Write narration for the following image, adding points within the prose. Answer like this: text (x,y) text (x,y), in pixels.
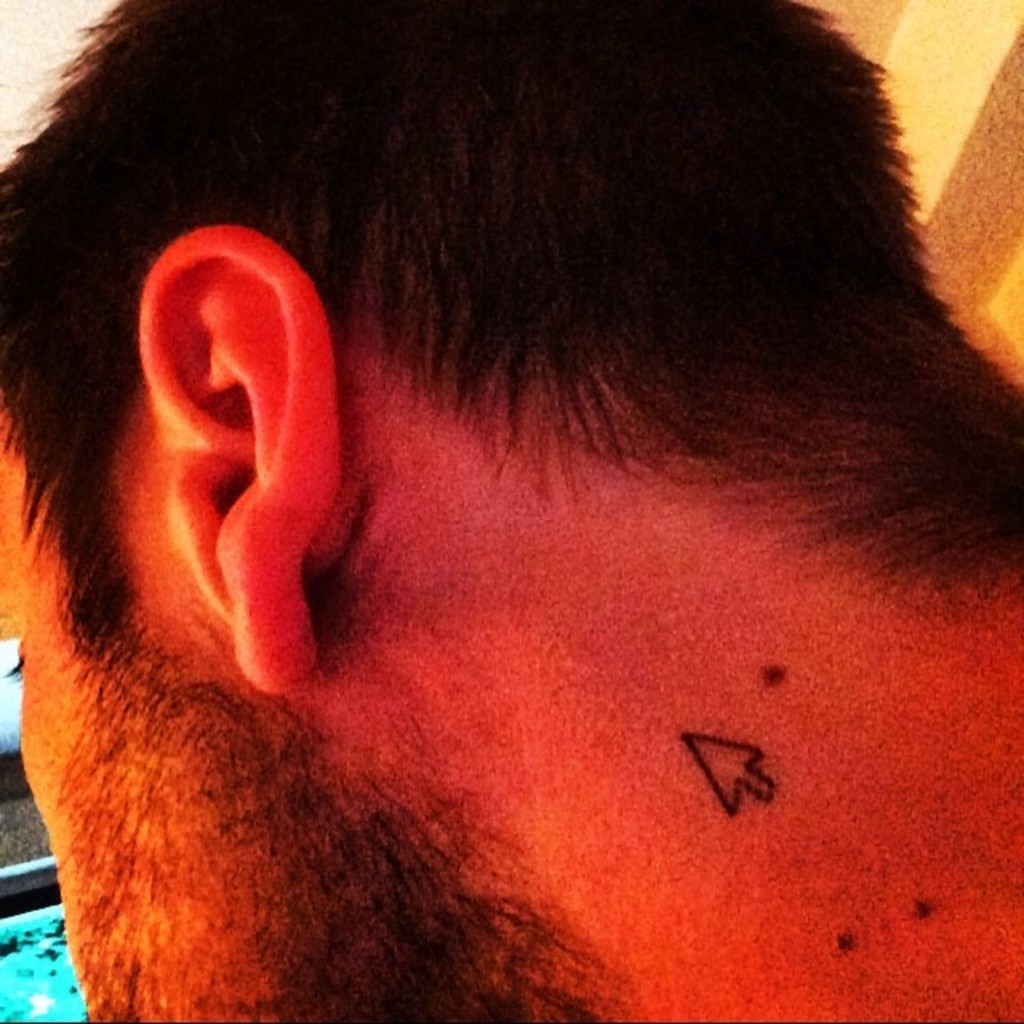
In this image, we can see a person (308,833). We can also some objects (25,1000) on the left (22,791).
